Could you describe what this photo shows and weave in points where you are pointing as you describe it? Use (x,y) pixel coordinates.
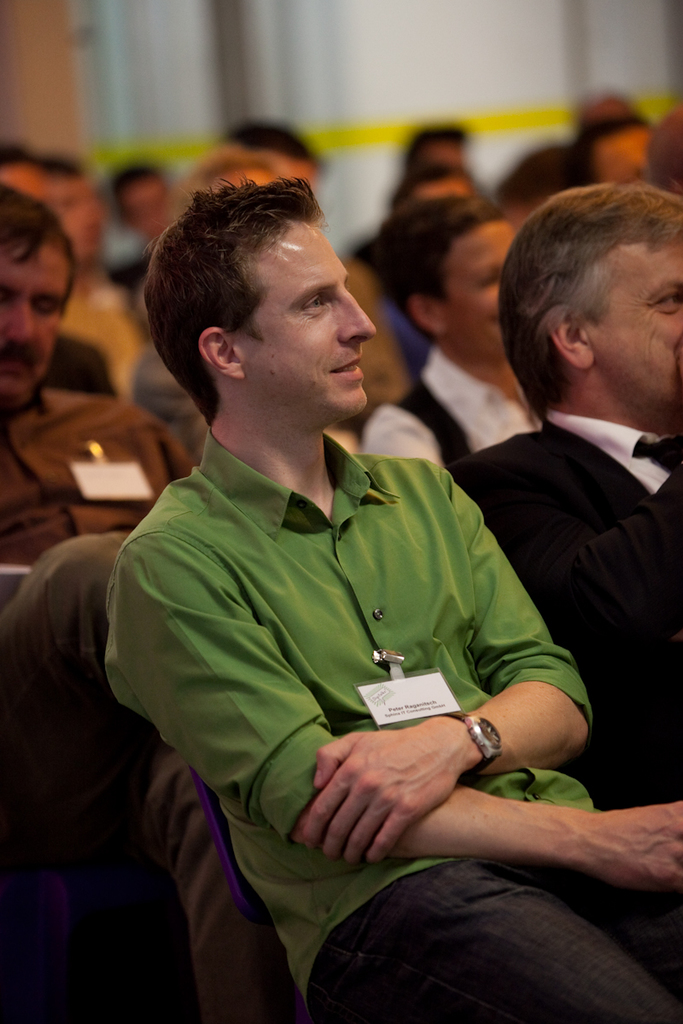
In this image I can see number of people (301,477) are sitting. I can also see this image is little bit blurry in the background (382,227).
